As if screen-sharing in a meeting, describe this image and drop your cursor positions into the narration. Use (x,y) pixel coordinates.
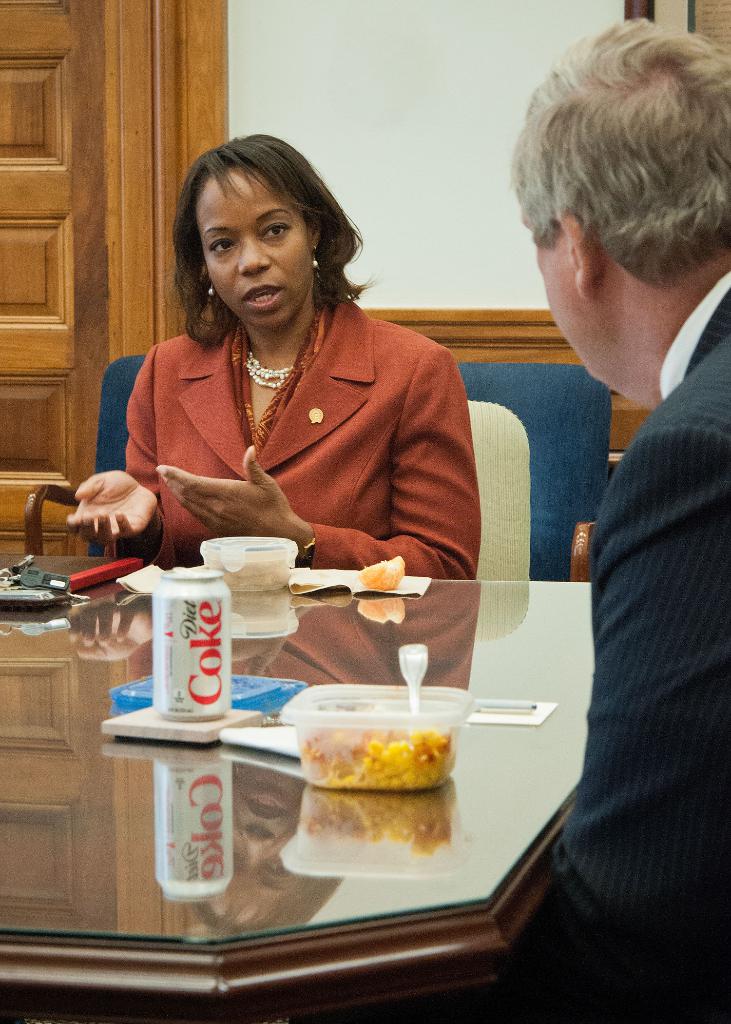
In this image there are two persons (441,439), woman (334,439) is sitting in the center (335,427) speaking with the person (670,522) at the right side (699,571). The man (692,600) is wearing a blue colour suit (656,609). In front of them there is a table (478,726), on the table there is a coke (205,716) and food (385,746). In the background (570,432) there is a wall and door (91,126) and 2 empty chairs (556,413).
